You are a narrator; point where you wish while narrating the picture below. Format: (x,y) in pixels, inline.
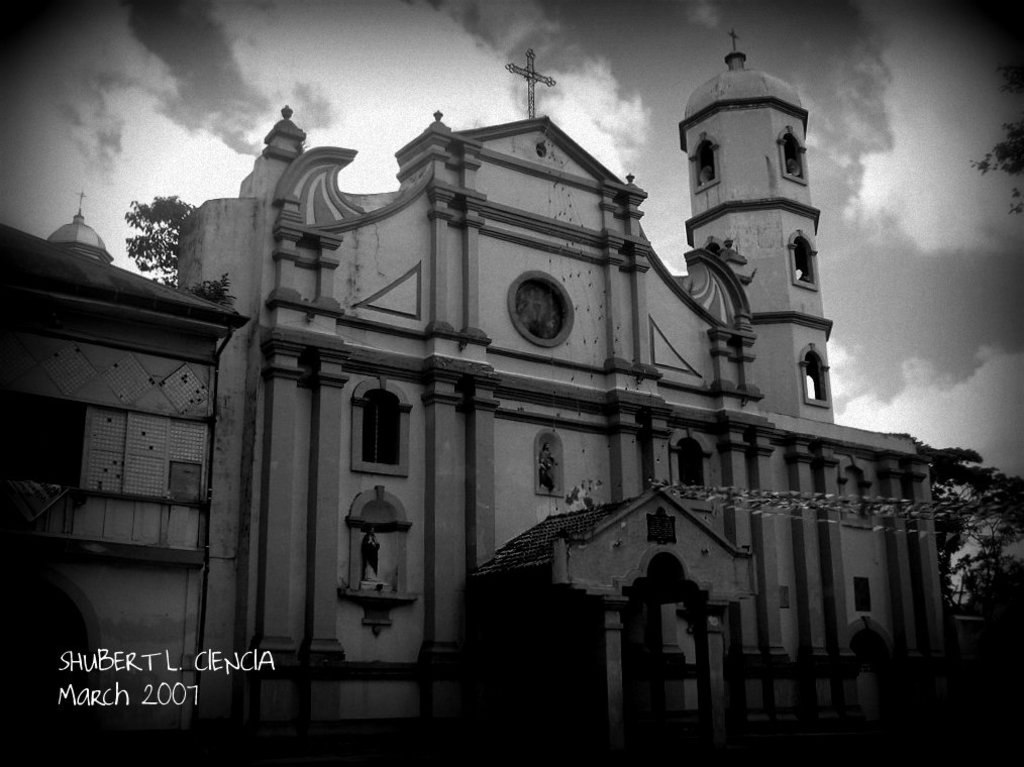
This is a black and white image, in this image in the center (363,348) there is one building (609,401). And in the background (969,517) there are some trees (964,559), at the top of the image (617,87) there is sky (568,74) and at the top of the building (537,126) there is cross (531,94). And at the bottom of the image (143,687) there is text (120,692).
